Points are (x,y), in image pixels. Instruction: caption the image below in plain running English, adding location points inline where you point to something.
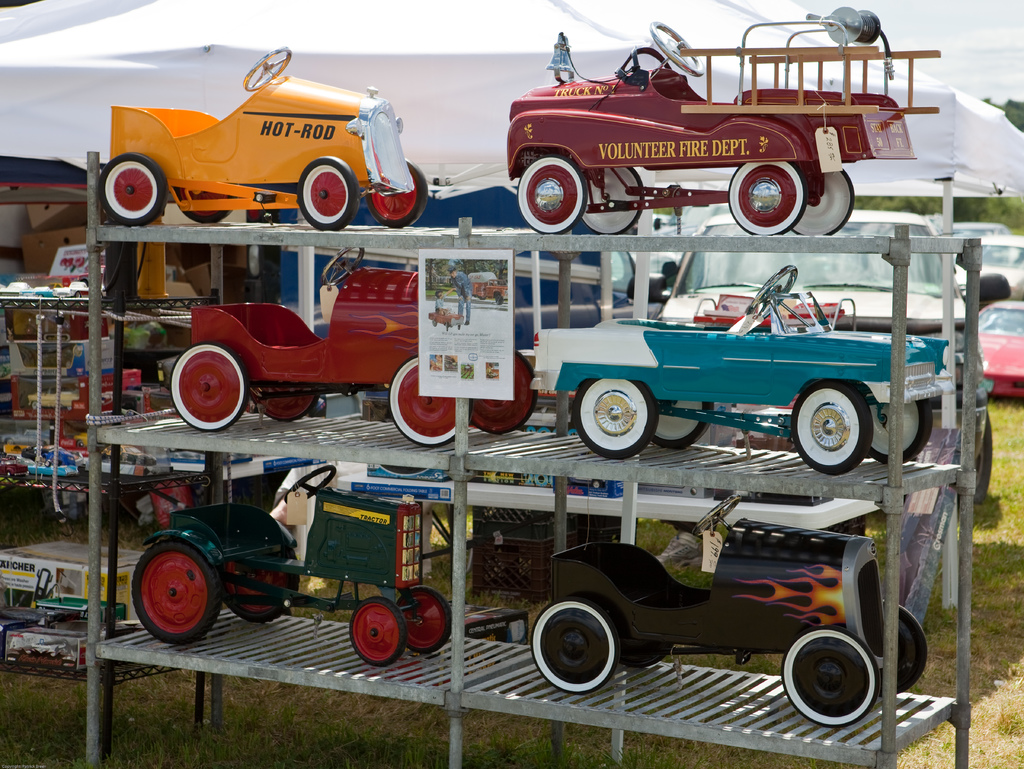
In this image on a rack (331,243) there are many toy cars (756,139). There are other toys (61,354) in the background (79,348). Here we can see few cars (819,262) and trees (939,199) in the background (881,229). On the top (570,52) there is tent (611,34).
